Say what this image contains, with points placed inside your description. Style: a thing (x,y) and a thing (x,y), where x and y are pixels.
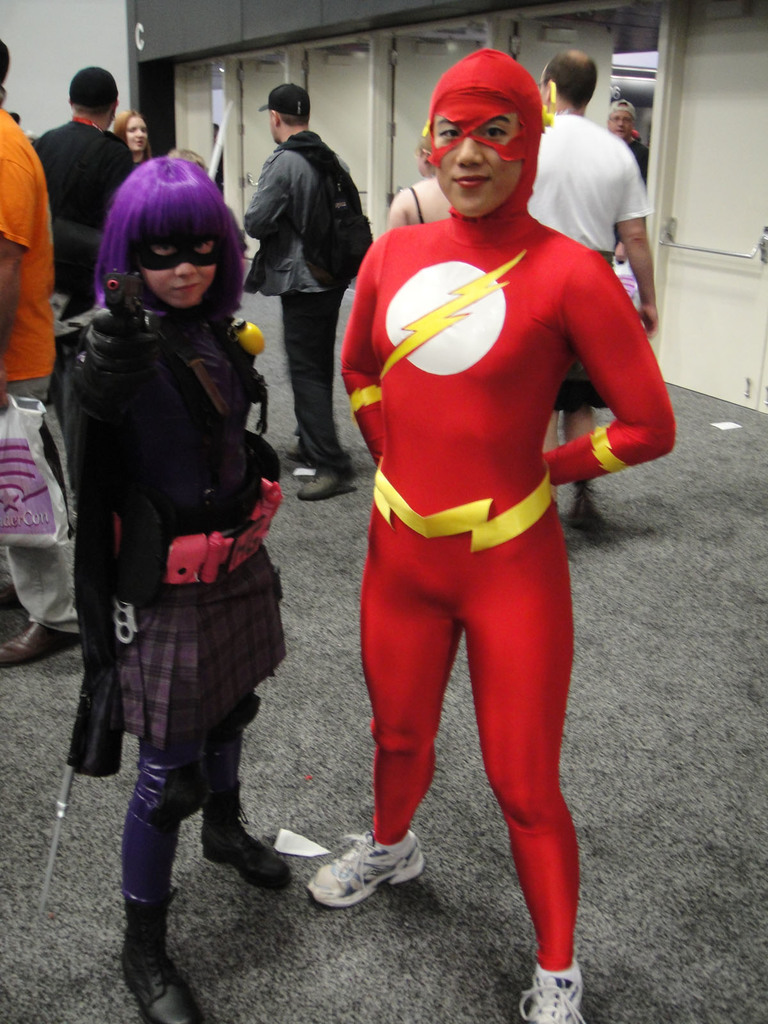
This image consists of some persons (220,236) in the middle (510,670). There are two persons (232,632) in the middle (509,396). They are wearing different kind of dresses (222,587).
